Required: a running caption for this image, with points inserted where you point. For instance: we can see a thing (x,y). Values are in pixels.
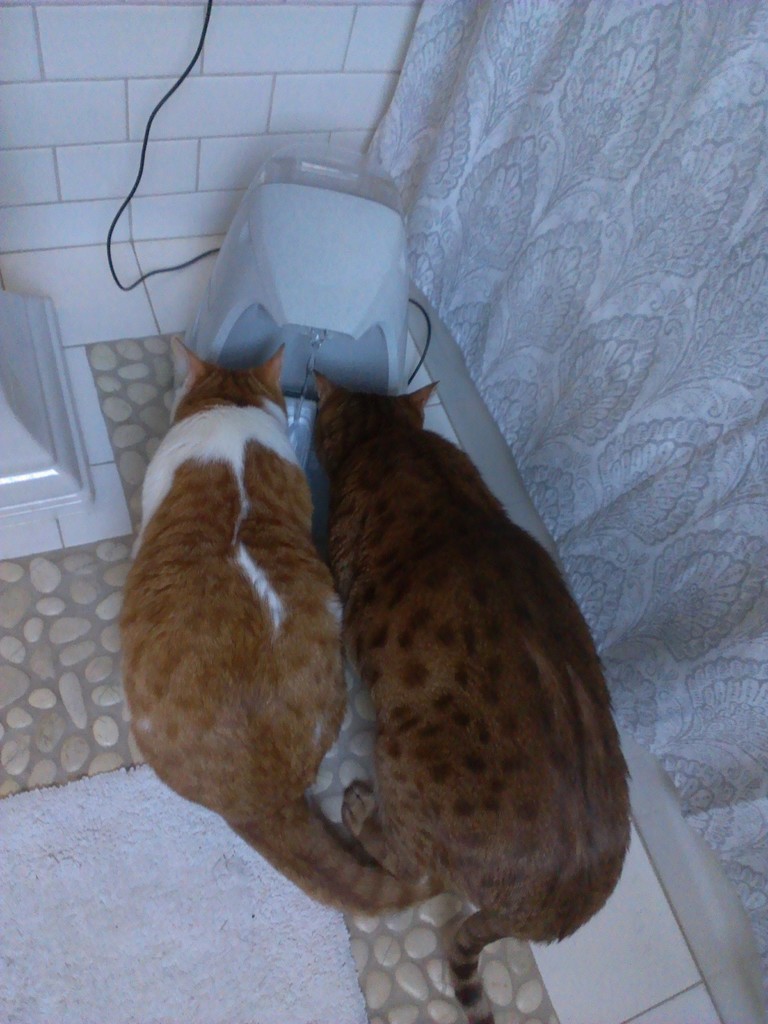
In this image there are two cats (225,507) in the center (261,659), and there is some object (285,233) and wire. And on the left side (55,447) there is another object (34,415), on the right side (534,386) there is a curtain (577,190). And in the background (216,131) there is wall (240,135), at the bottom (634,968) there is floor (369,973).
